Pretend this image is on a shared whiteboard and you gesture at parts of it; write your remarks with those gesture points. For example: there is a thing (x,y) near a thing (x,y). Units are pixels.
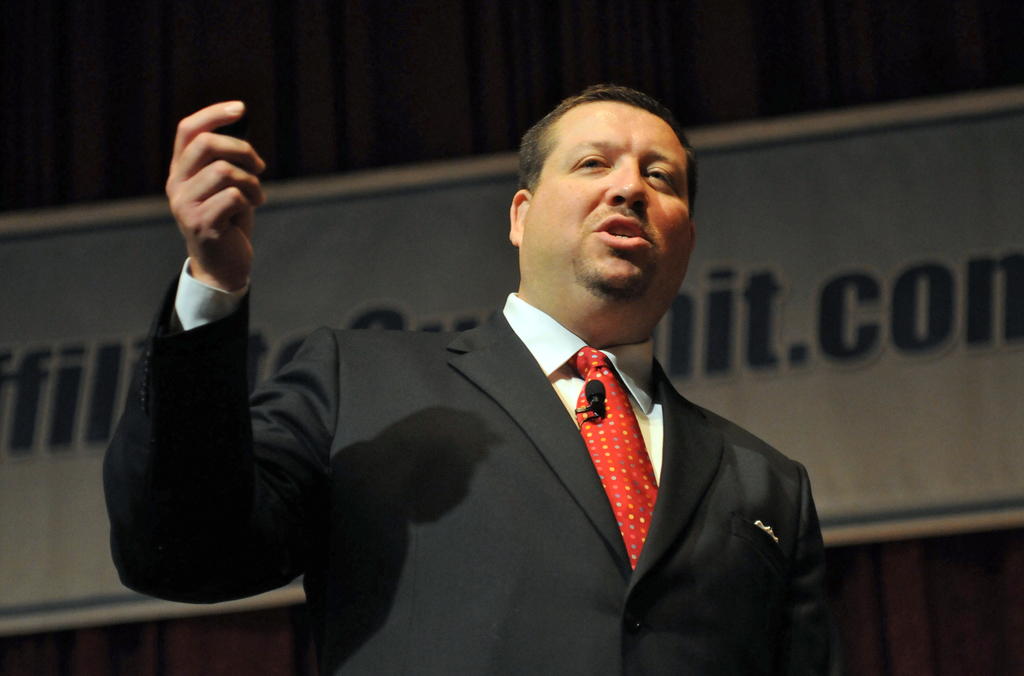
This image consists of a man (571,453) wearing a black suit (588,487) and a red tie (620,441). He is talking. In the background (778,167), there is a board (58,246) on the wall (567,32).
